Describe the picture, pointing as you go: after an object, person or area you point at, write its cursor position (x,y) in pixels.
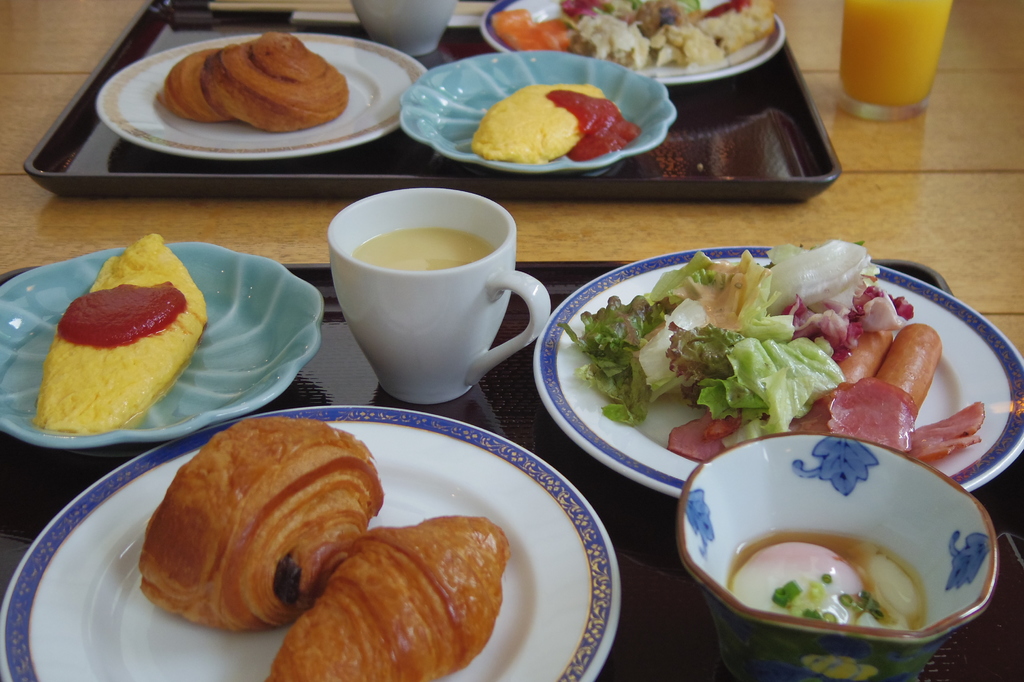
In this image I can see few food items (79,381), they are in brown, cream, red, green and orange color and I can see the food items (899,353) in the plates (417,454) and the plates (566,504) are on the tray (600,478). I can also see a cup (369,316) and the tray (563,274) is on the brown color surface (796,221).
